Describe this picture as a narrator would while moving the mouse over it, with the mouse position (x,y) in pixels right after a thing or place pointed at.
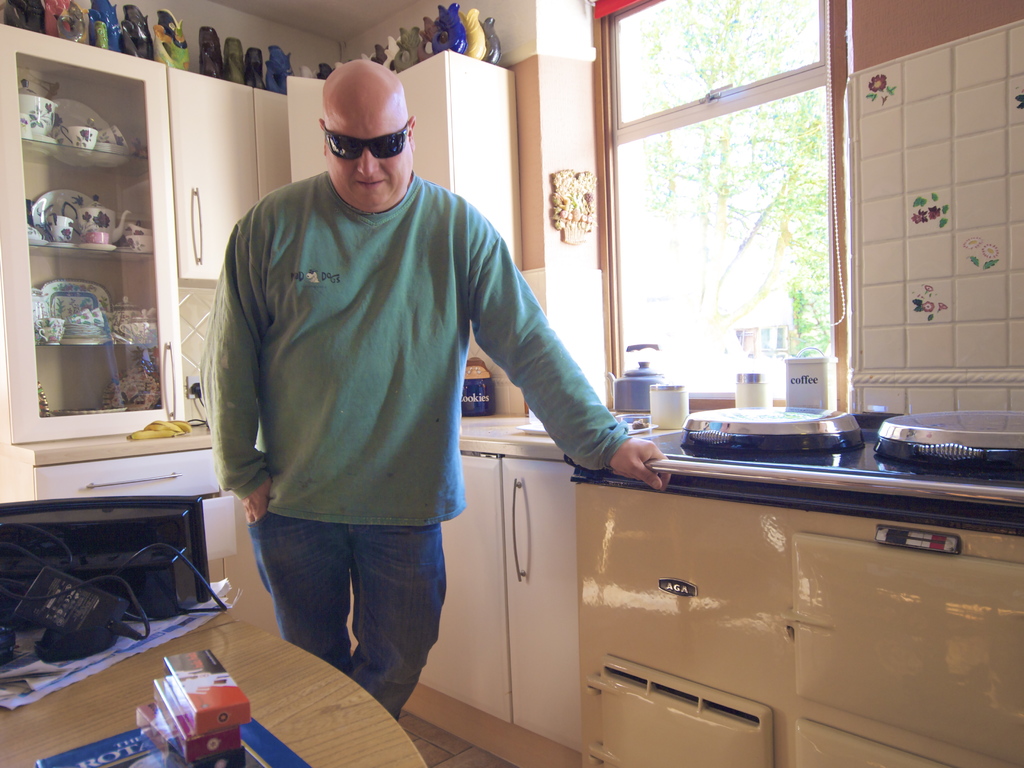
This is an inside view of a room (476,461). Here I can see a man (374,440) standing by holding a metal rod (661,461). In the left bottom (213,625) there is a table (148,653) on which few cables (102,603), boxes (211,694), paper (35,681) and some other objects (84,652) are placed. On the right side (919,525), I can see the table cabinets (505,481). On the table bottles (669,411), few other objects (662,393) are placed. At the top (753,112) there is a window (775,141) to the wall (920,323). In the background (117,207) there is a cupboard (131,253) in which few bowls (70,213) are arranged. At the top of the rack (59,71) there are few jars (271,52). Through the window (681,132) we can see the outside view. In the outside there is a tree (799,190).
